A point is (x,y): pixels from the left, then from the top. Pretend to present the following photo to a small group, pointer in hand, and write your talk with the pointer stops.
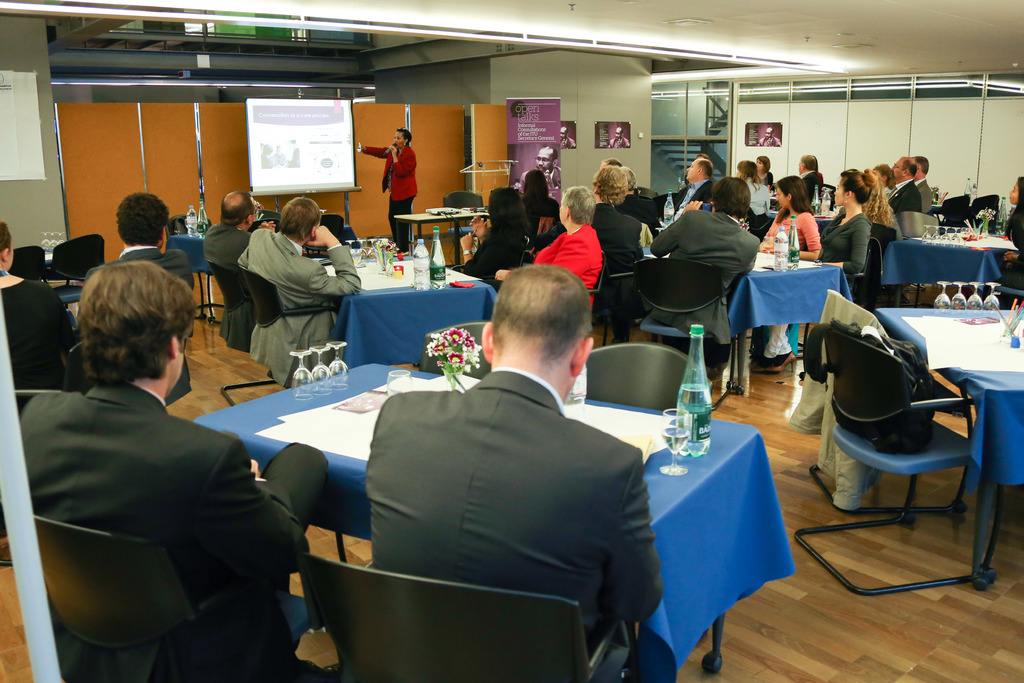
It seems like there is a meeting going on. She is saying some topic or something. And she is holding mike (394,146). There are some persons (865,176) present. They are sitting on chairs (172,550), in front of them there are tables (323,405) present. And it seems like office meeting.
